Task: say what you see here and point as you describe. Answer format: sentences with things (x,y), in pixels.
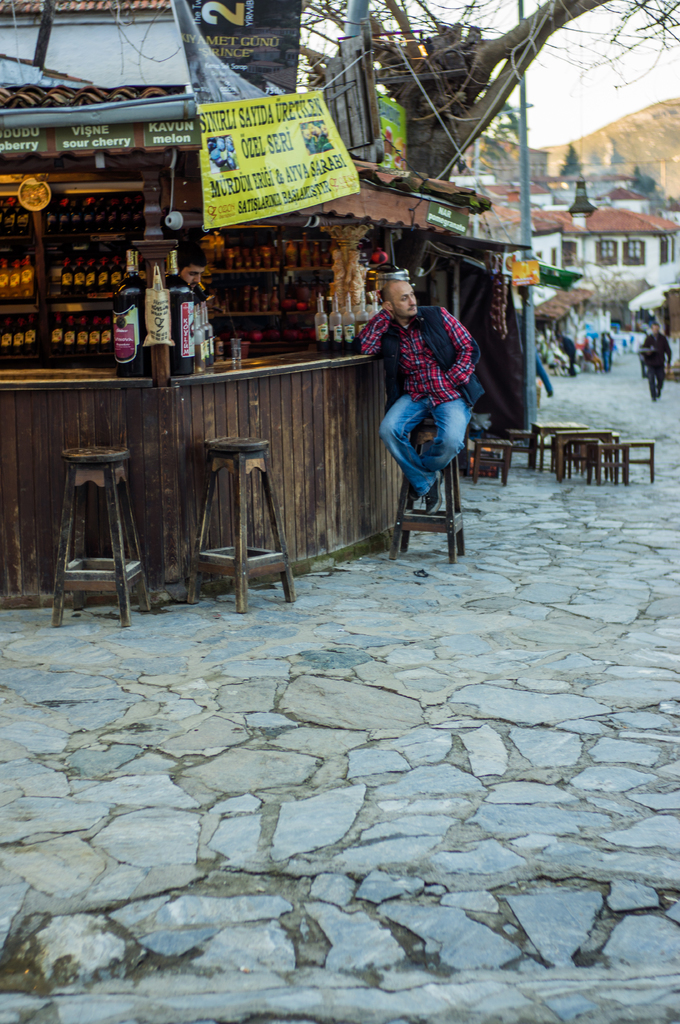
There is an alcohol store (284,286), a person (418,404) is sitting on a stool (418,445) in front of the store (311,417), around him there is a dry tree (438,121) and some houses (574,262). Few people (569,347) are walking on the path (402,677) in front of the store (347,553).
